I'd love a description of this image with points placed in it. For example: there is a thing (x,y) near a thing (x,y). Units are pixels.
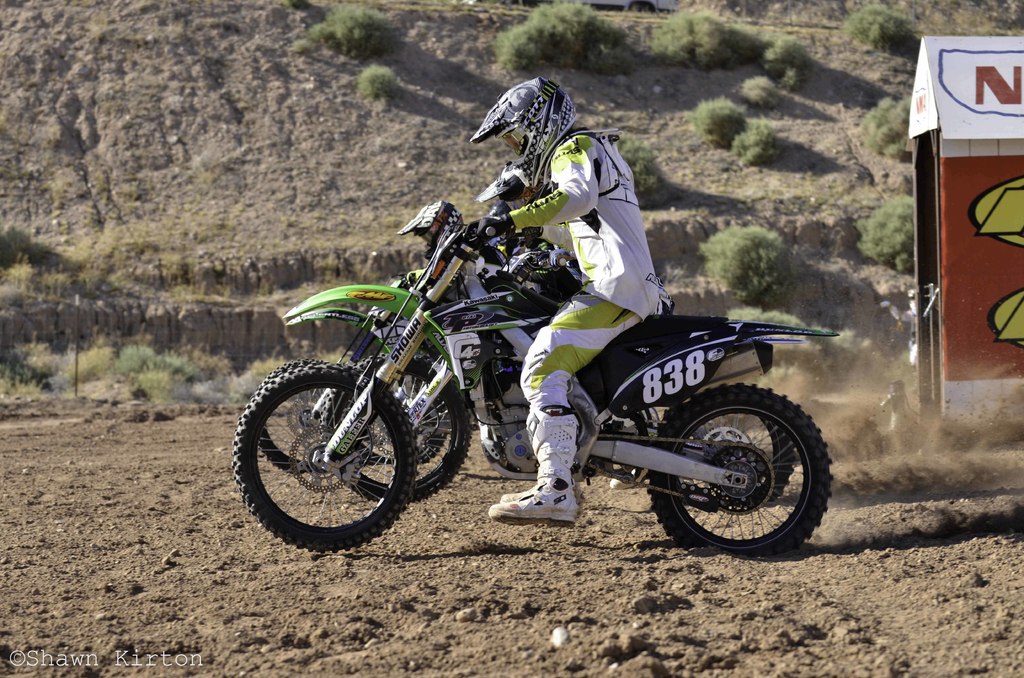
In this picture I can see few people (608,204) riding motorcycles (705,436) and they wore helmets (525,168) on their head (526,184) and I can see trees (872,131) on the hill (307,104) and looks like a small house (916,134).
